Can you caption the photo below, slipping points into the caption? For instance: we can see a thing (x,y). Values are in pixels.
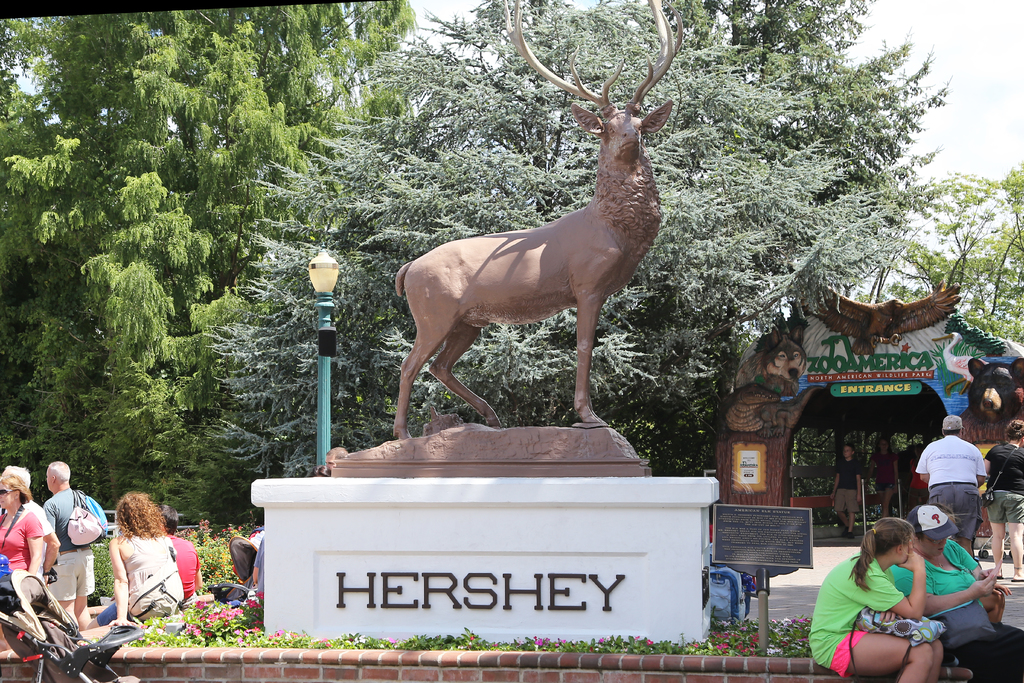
In the foreground (266,497) I can see a deer statue (657,65) and a crowd (936,668) on the road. In the background (620,370) I can see an entrance gate (749,374), trees (612,352) and a light pole (320,376). On the top (877,21) I can see the sky (967,171). This image is taken during a day.
